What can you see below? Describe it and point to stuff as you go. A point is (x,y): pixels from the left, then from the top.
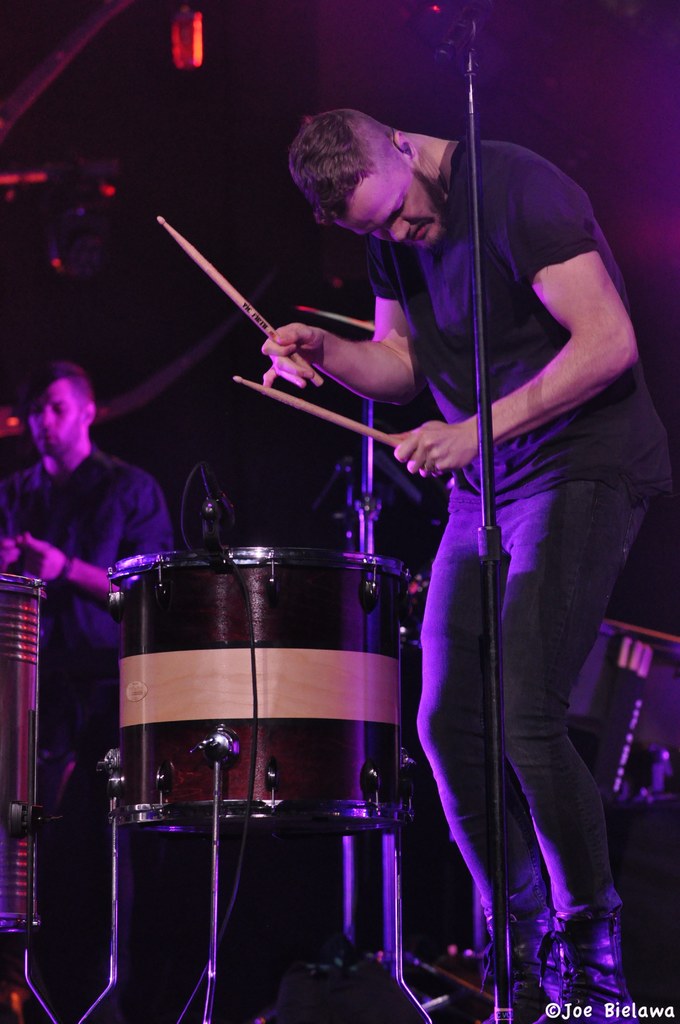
In this image I can see two persons (57,528). In front (585,244) the person (599,243) is standing and holding two sticks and I can also see few musical instruments (278,670) and I can see dark background (45,38).
